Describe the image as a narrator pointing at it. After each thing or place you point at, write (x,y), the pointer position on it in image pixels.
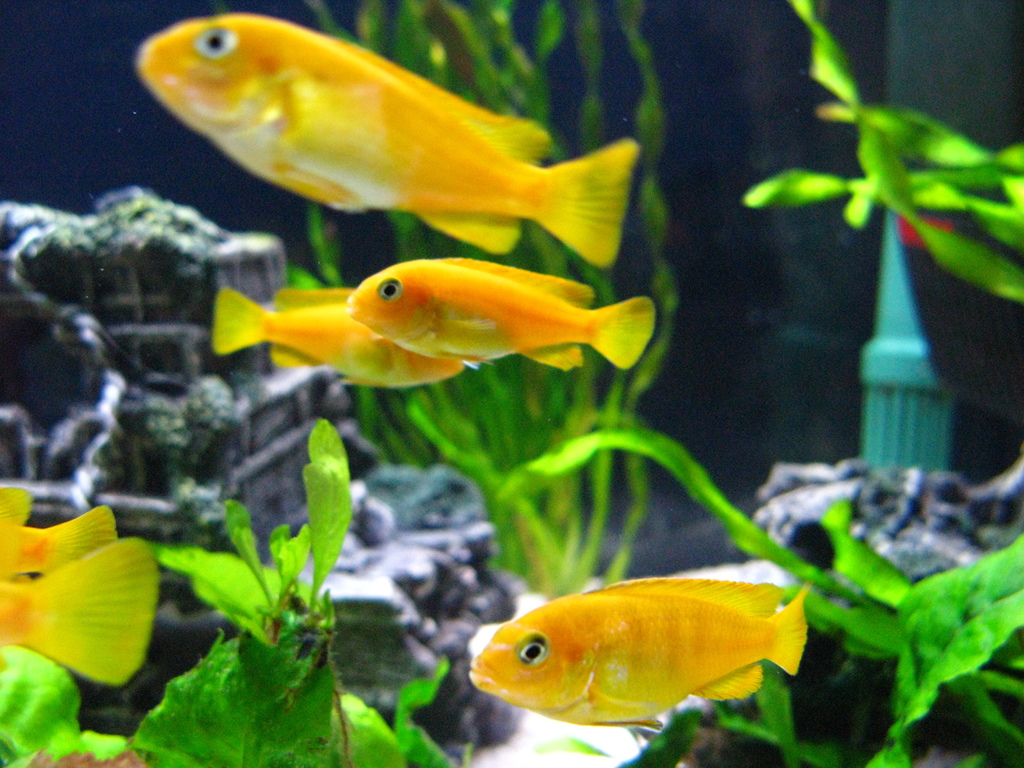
In this image we can see fishes (525,617) in aquarium (428,632). In the background (519,558) we can see plants (490,394).
